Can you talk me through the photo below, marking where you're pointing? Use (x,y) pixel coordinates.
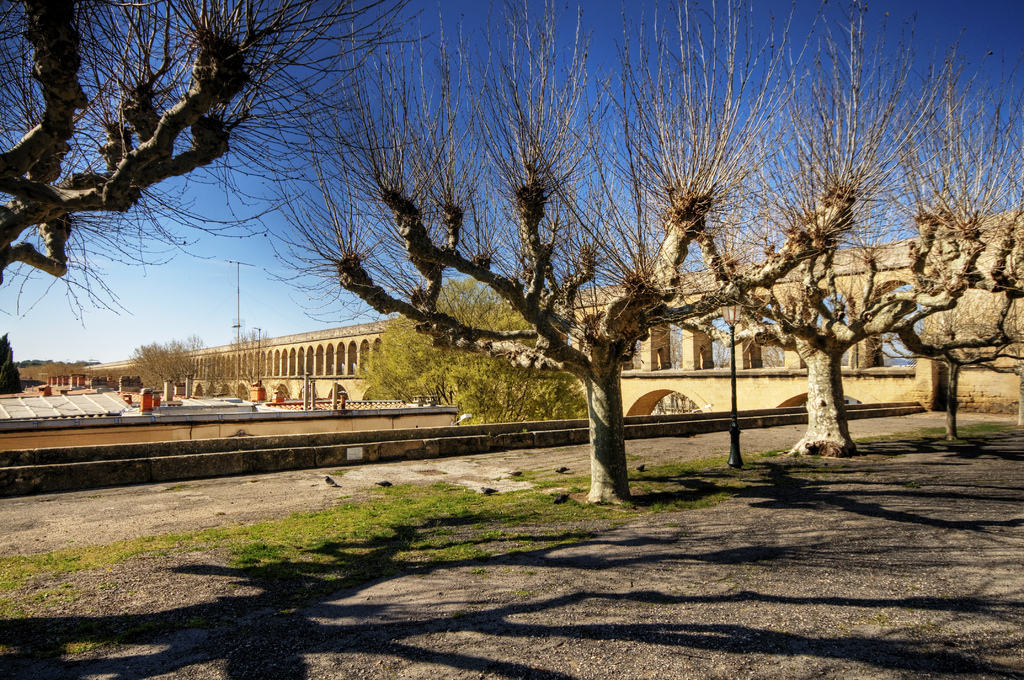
This picture is clicked outside the city. In front of the picture, we see trees (37,211). There are buildings (244,408), trees (8,387) and electric poles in the background (199,392). On the right side (710,393), we see a building (756,399) or a bridge (883,373) in yellow color. At the top of the picture (589,75), we see the sky (763,17), which is blue in color.
